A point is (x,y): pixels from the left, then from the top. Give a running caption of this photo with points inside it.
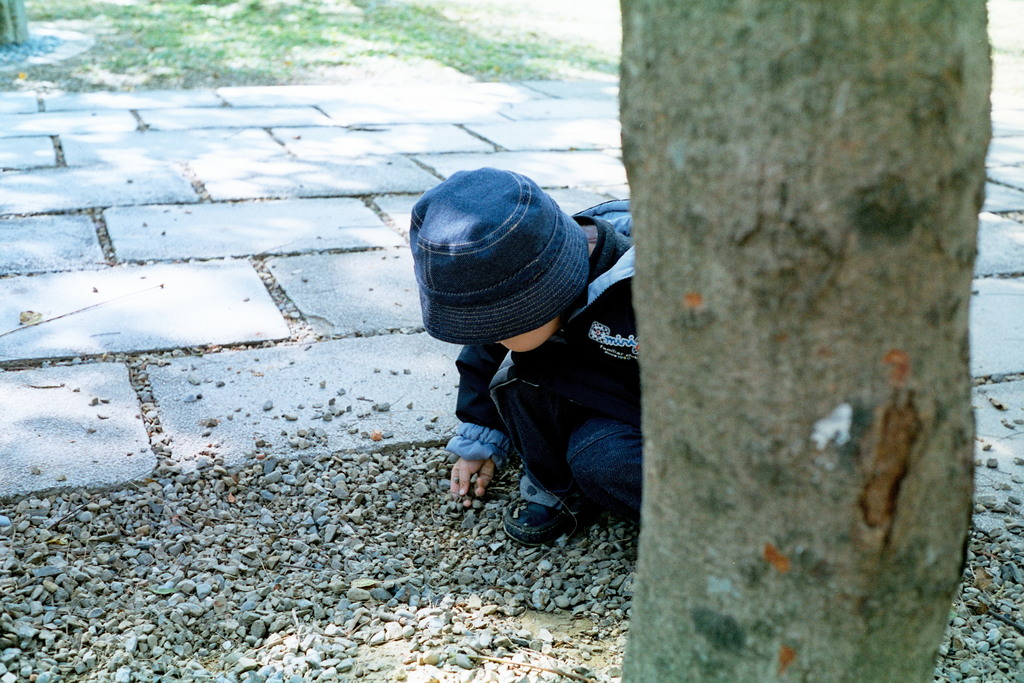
This image is taken outdoors. At the bottom of the image (473,632) there is a ground (354,626) with many pebbles (383,587). In the background (412,119) there is a floor (295,119) and there is a ground (245,69) with grass (508,65) on it. On the right side of the image (823,159) there is a tree (848,351). In the middle of the image (499,387) there is a kid (549,377) picking up the pebbles (475,534) from the ground (475,528).
